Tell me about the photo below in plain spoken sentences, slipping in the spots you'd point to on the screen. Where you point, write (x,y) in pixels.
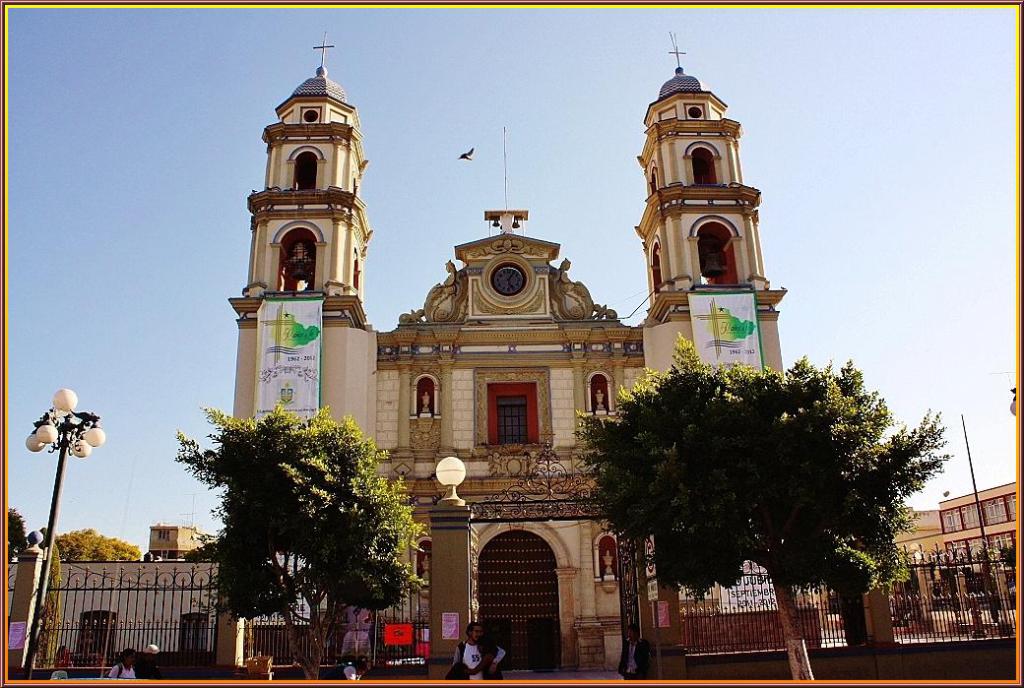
In this image I can see few people (347,660) with different color dresses (480,664). To the side of these people (454,678) I can see the lights poles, many trees (264,600) and the railing (741,608). In the background (299,376) I can see the banners (309,366) to the building (540,254).
